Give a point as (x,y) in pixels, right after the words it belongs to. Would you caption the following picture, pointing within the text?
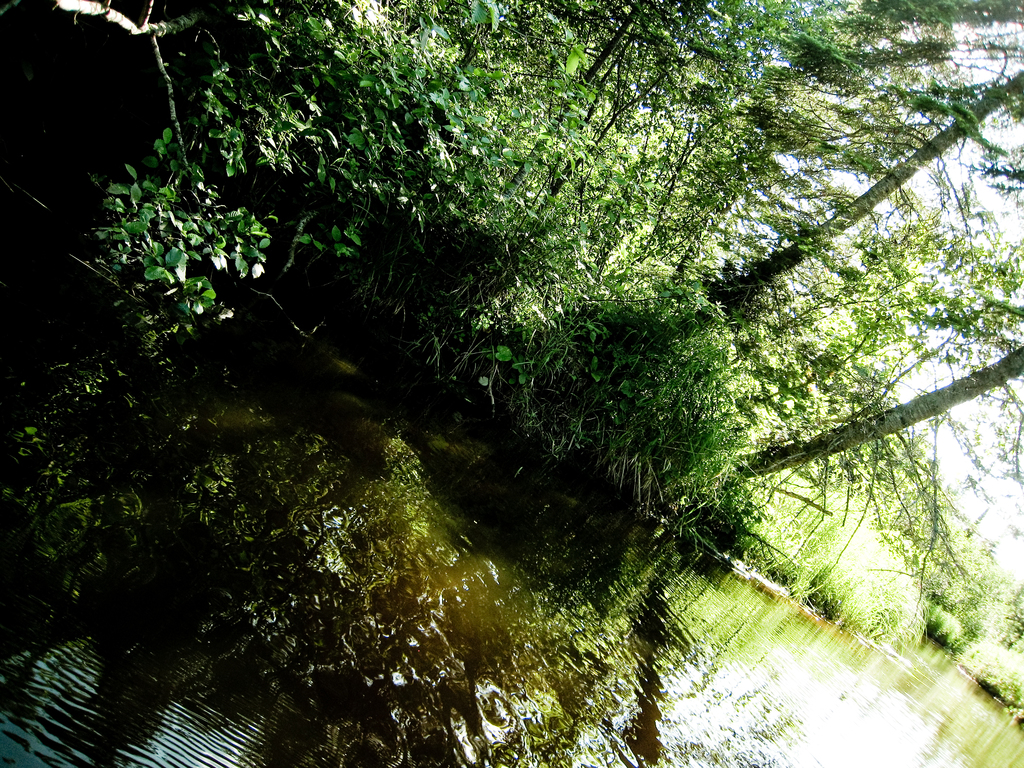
In this image in the front (509,632) there is water (481,660). In the background (446,188) there are trees (593,227).
